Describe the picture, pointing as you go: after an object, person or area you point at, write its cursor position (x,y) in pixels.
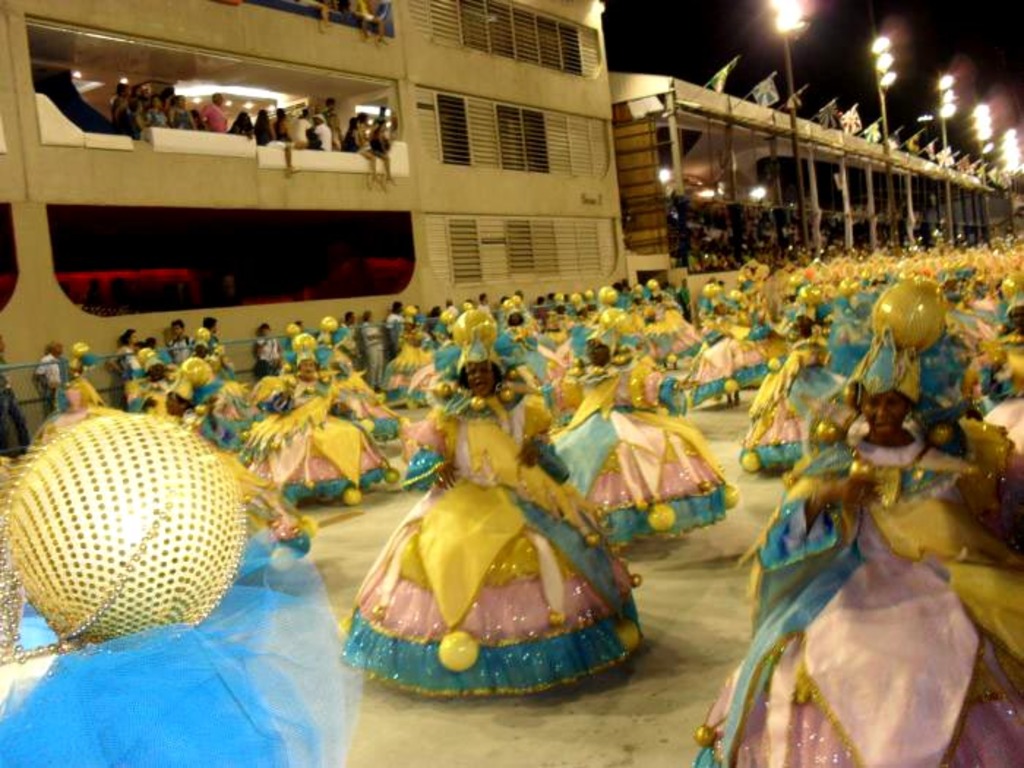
In this image there are group of people (861,422) who are wearing some costumes (836,325), and it seems that they are dancing. At the bottom (665,628) there is floor (645,653), on the left side (35,285) there is a wall (46,293) and net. In the background (306,72) there are some poles (946,178) and buildings (665,121), at the top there are some lights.
